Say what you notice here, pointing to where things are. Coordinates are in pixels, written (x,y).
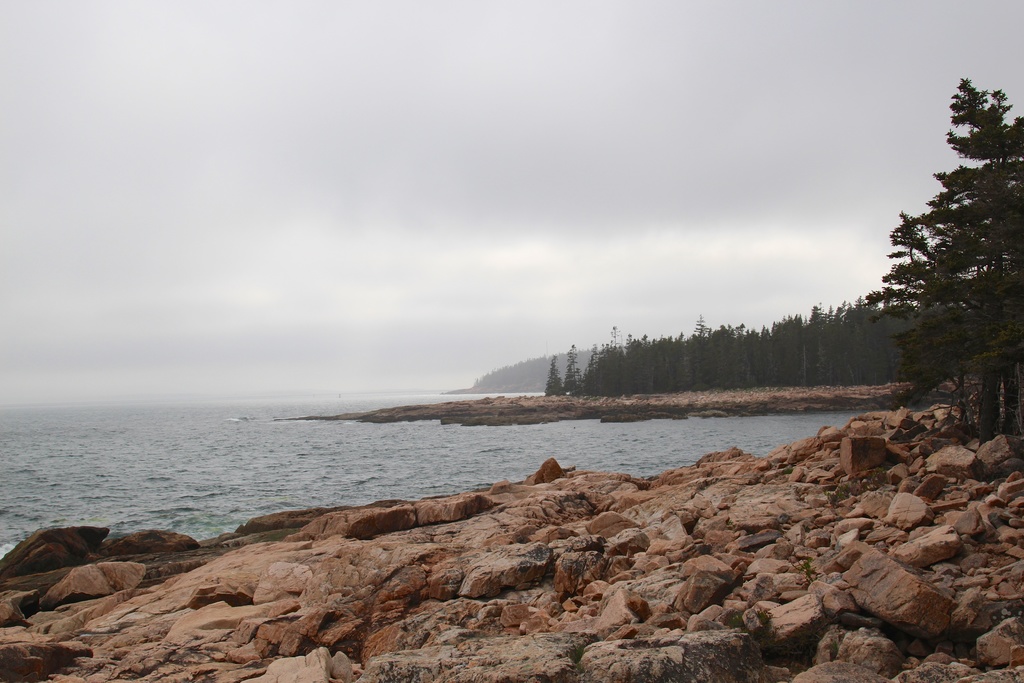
In this image there are stones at the bottom (565,607). On the left side (178,401) it looks like a sea (85,417). On the right side (835,351) there are trees (766,351) on the land (508,398). At the top (550,121) there is the sky (507,118).
